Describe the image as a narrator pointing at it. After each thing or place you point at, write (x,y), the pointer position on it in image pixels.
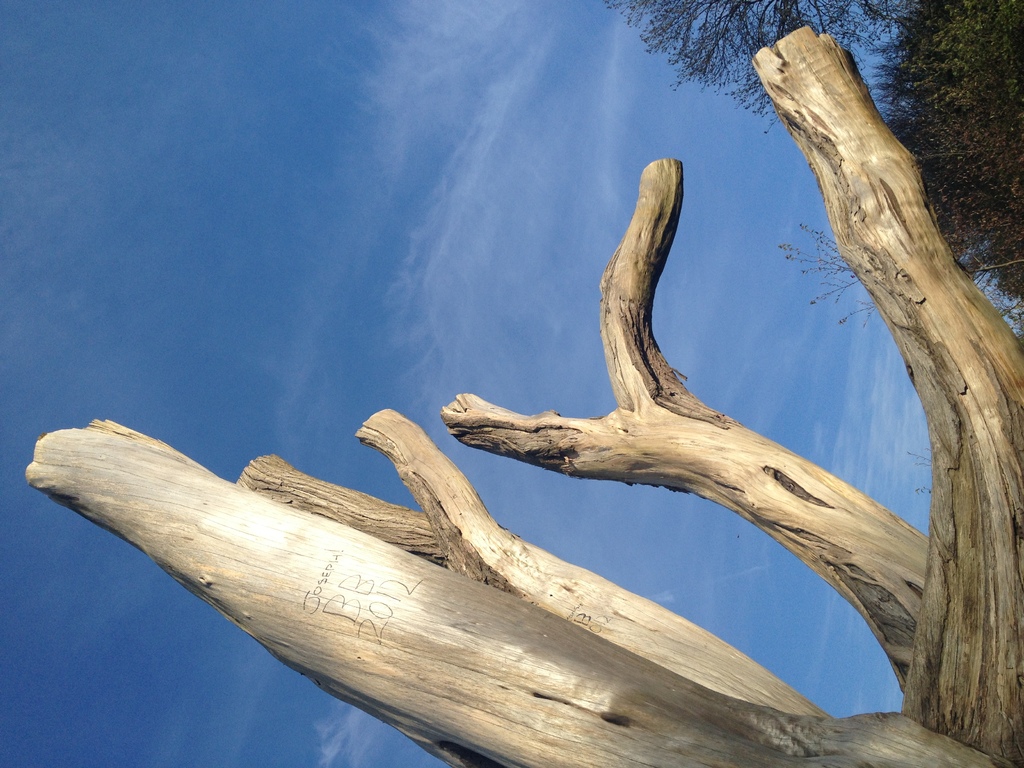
In this picture, we can see a wooden trunk (944,657). On the right side (955,153), we can see some trees (848,31) and plants (1003,239). In the background (197,253), we can see a sky (458,253).
